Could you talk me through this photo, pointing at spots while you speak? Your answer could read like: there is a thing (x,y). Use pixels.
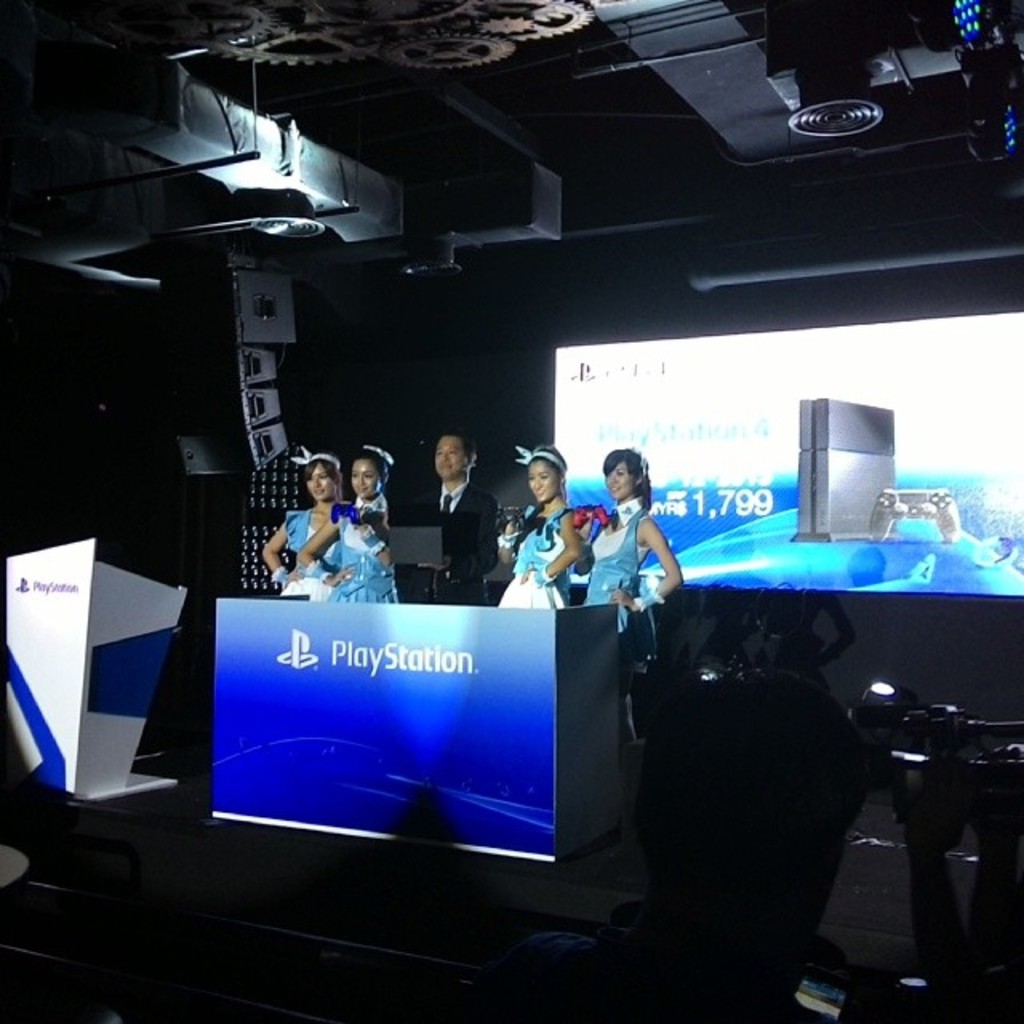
In the image we can see there are people (412,570) standing on the stage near the podium (368,695) and its written ¨Playstation¨. Behind there is projector screen (818,489) on the wall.
